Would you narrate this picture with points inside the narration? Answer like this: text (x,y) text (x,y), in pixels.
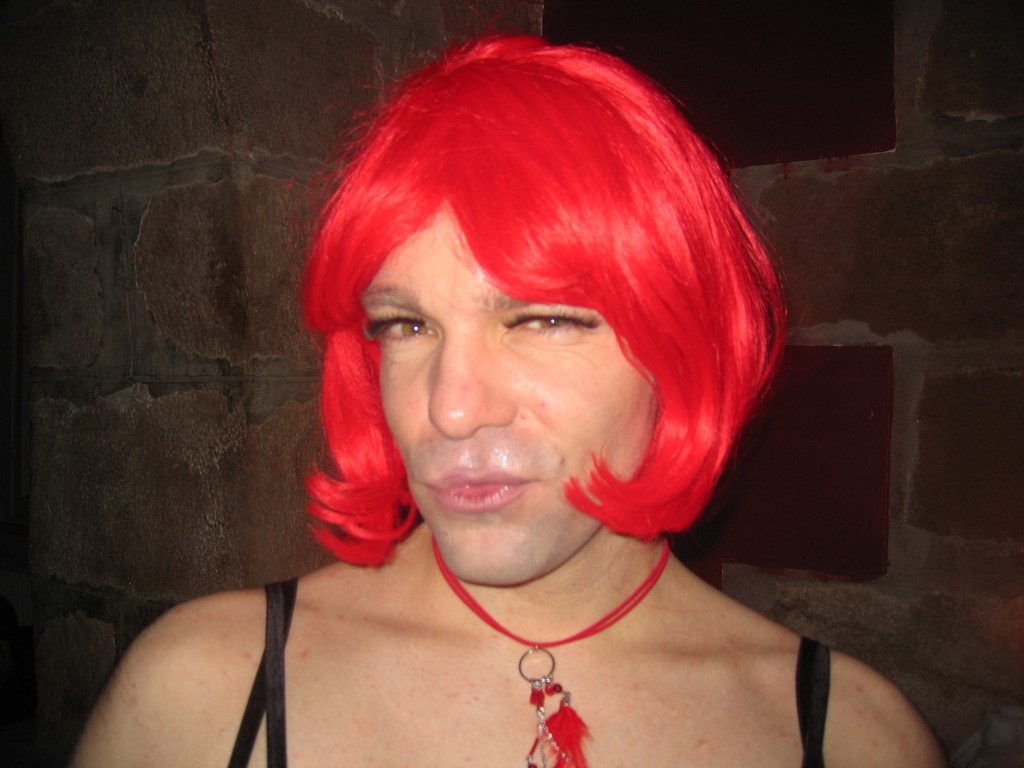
Here I can see a person (483,500) smiling and giving pose for the picture. This person's hair (670,177) is in red color. In the background (828,260) there is a wall (869,173).
